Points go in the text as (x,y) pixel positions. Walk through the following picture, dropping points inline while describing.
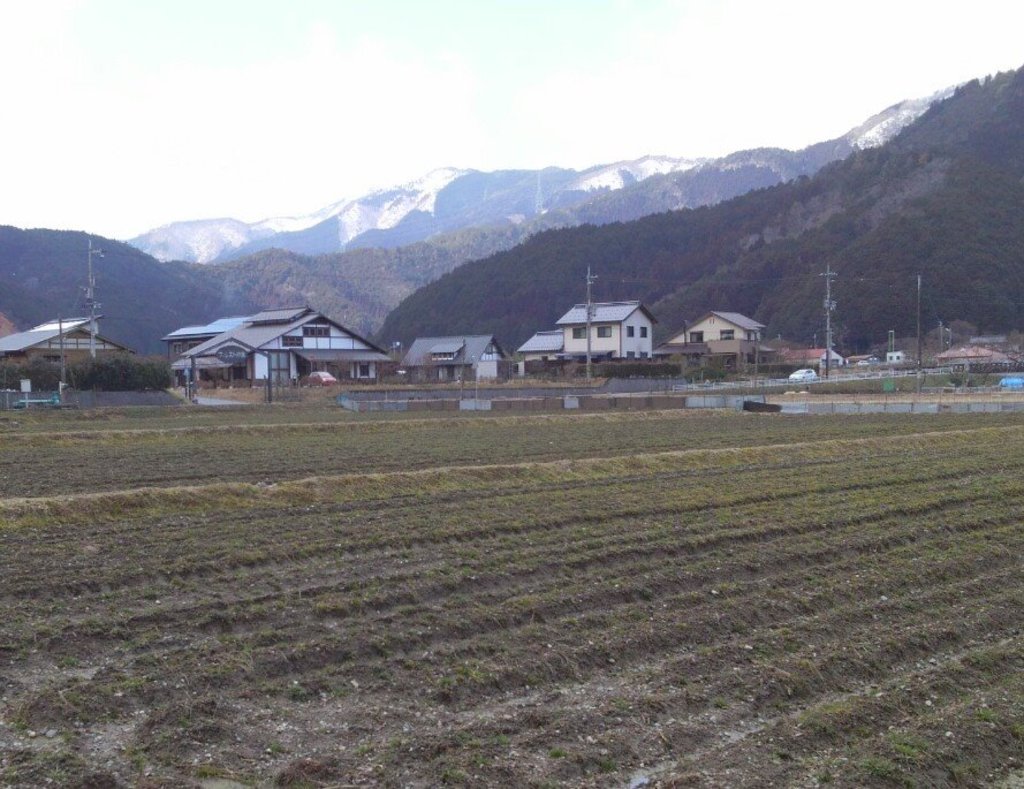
In this image it seems like there are fields (601,509) at the bottom (569,614). In the middle (445,354) there are houses (273,325) one beside the other. In front of the houses (739,323) there are electric poles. In the background (604,212) there are mountains (588,179) on which there are trees (615,224).
